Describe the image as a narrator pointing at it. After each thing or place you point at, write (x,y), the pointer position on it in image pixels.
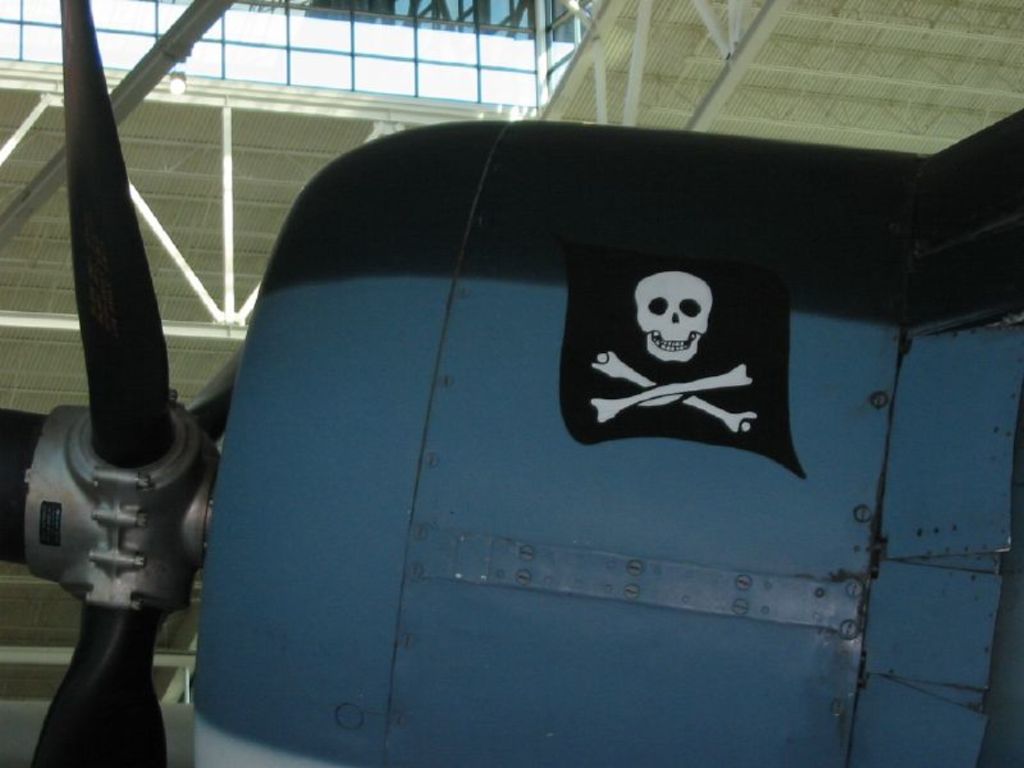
In this image there is a picture (719,413) with skull (660,327) attached to the object (548,399) inside the building (36,218).
